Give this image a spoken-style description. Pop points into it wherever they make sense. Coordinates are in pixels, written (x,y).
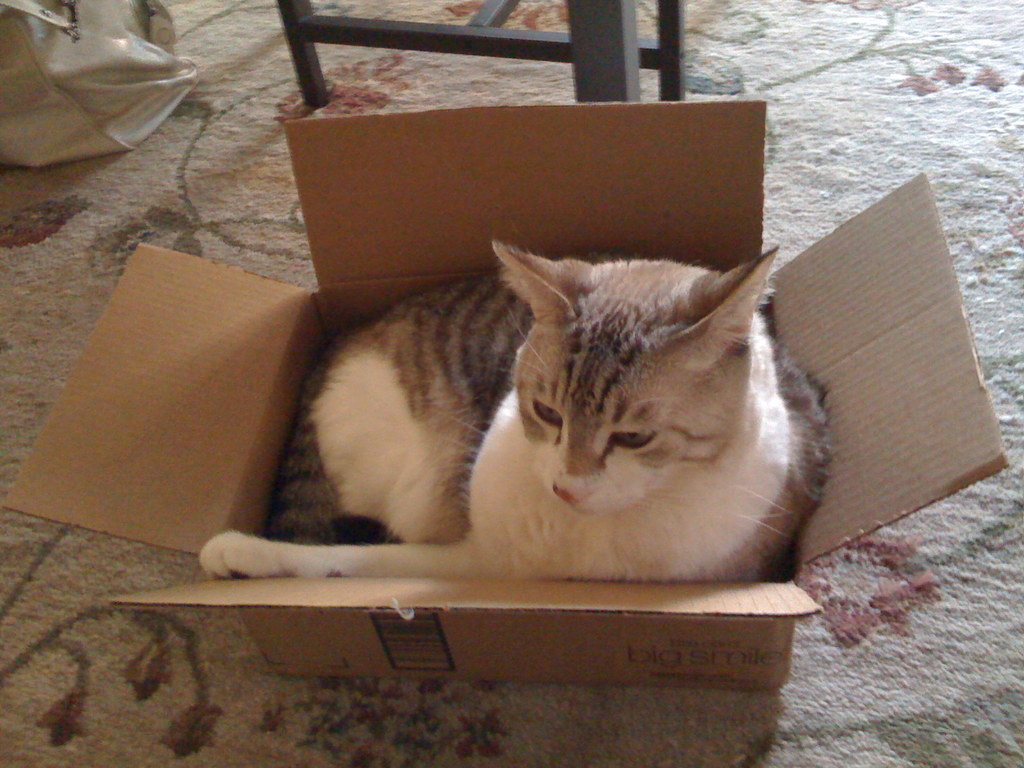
In this image there is a cat (552,435) sat on the carton box (783,658), which is placed on the carpet (296,243), in front of the box (442,142) there is a wooden structure (392,32), beside that there is a bag (110,60).
